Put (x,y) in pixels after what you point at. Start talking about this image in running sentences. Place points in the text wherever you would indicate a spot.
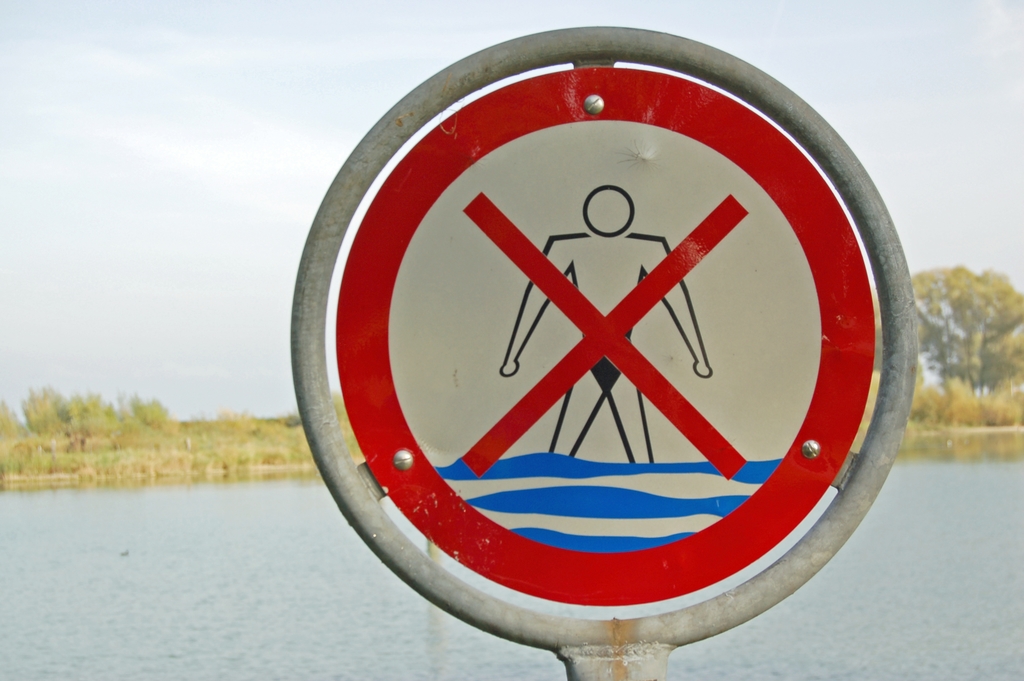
In this image there is a sign board (621,483) in the middle (583,441). At the bottom (175,615) there is water (203,615). In the middle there are plants (155,425) in the background (153,404). At the top (247,120) there is the sky (188,140).
